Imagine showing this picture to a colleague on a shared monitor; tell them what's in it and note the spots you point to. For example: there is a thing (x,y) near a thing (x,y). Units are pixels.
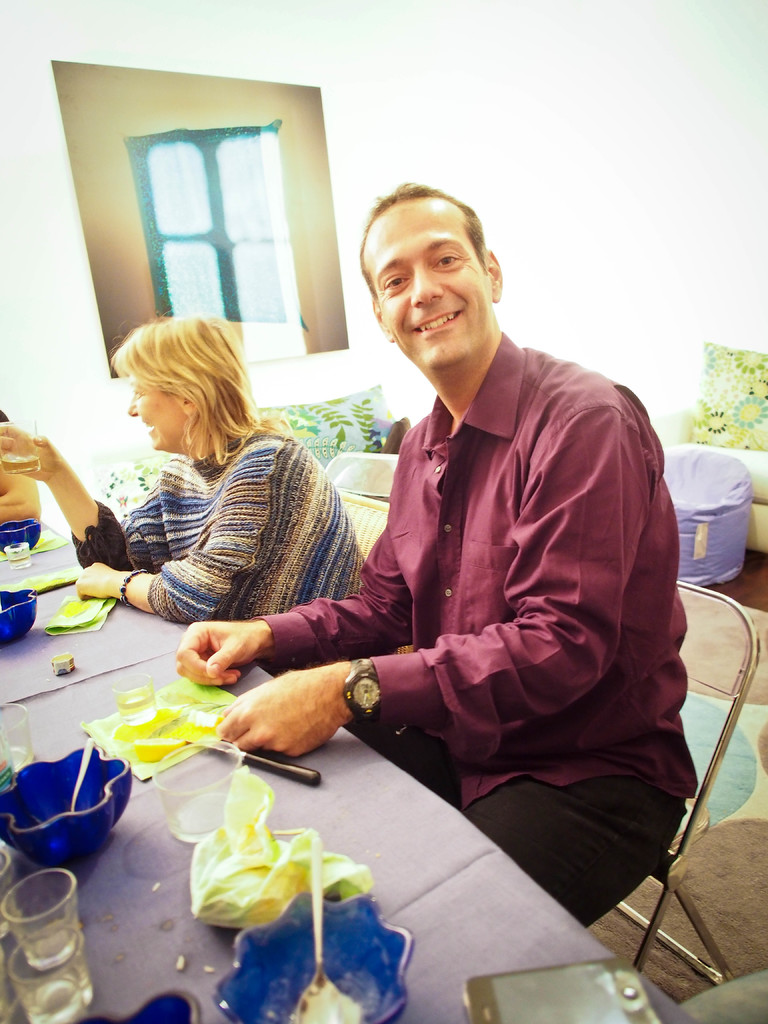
In the picture there are two persons (297,534) a woman (359,550) and a man (380,552), a man (380,552) is smiling, both of them are sitting there is a table (73,654) in front of them, the woman (193,618) is speaking to someone else there are blue color bowls (290,963), small glasses (18,926), spoon (308,994) and a mobile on the table (349,818), behind them there is a sofa (701,414), in the background (607,111) there is a white color wall (610,70) and a photo frame (128,145).
